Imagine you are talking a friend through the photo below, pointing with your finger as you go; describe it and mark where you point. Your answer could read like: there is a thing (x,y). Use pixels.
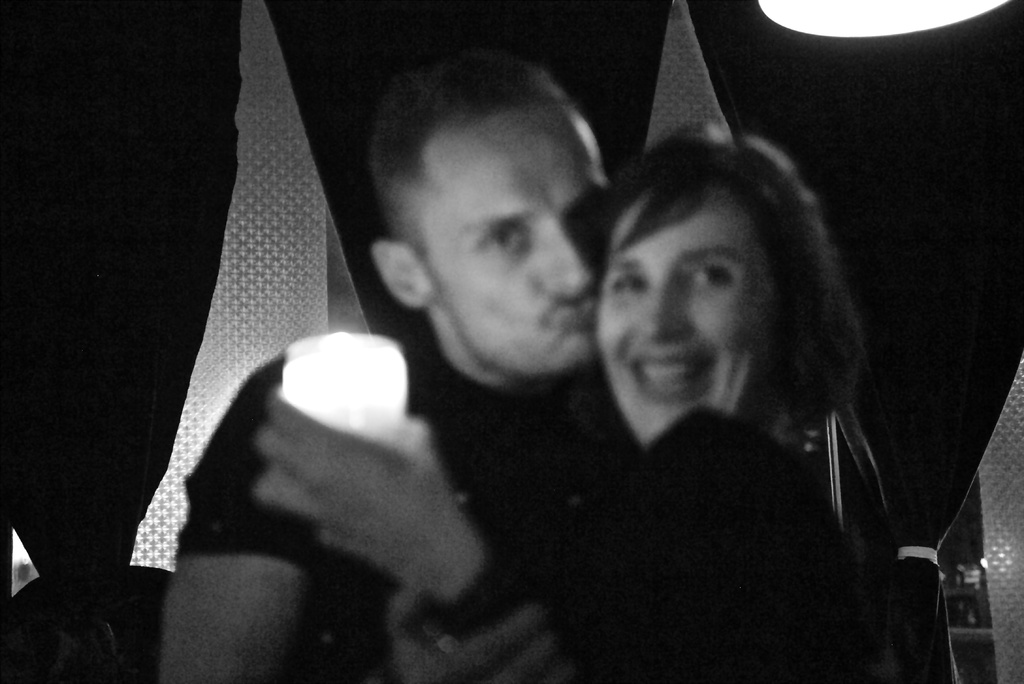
In front of the image there is a person (392,214) kissing a woman (688,369) and he is holding some object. Behind them there are curtains (879,156). On top of the image (938,26) there is a light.
